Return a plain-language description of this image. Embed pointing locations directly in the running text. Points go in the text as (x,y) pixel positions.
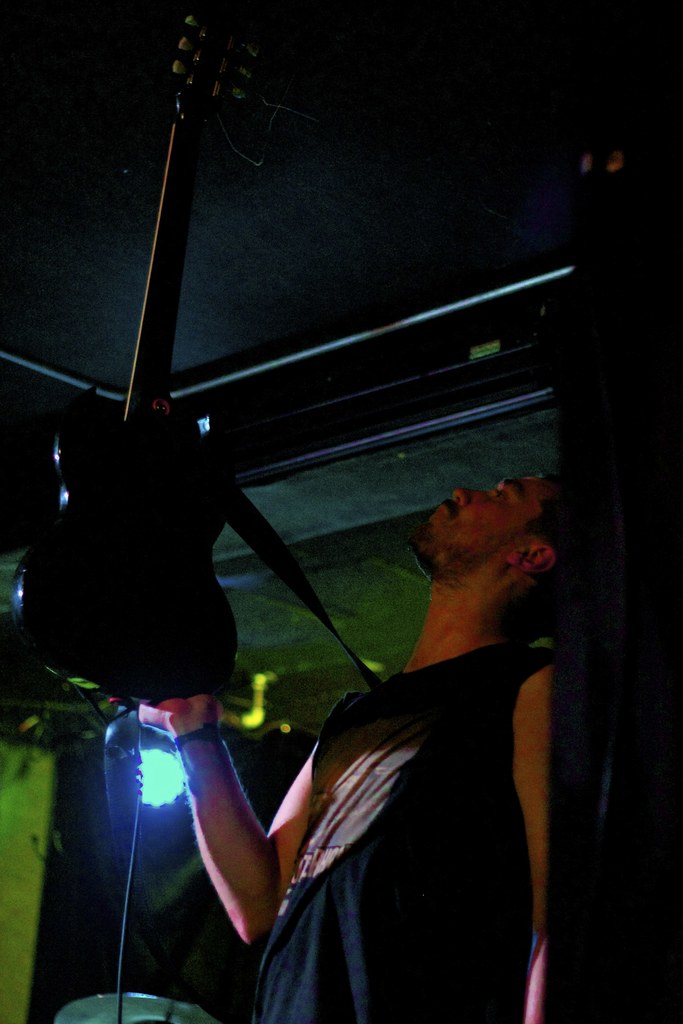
In this image, we can see a person (451,788) holding a guitar (135,621). Background (164,775) we can see light (169,789), ceiling (329,258) and few objects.
